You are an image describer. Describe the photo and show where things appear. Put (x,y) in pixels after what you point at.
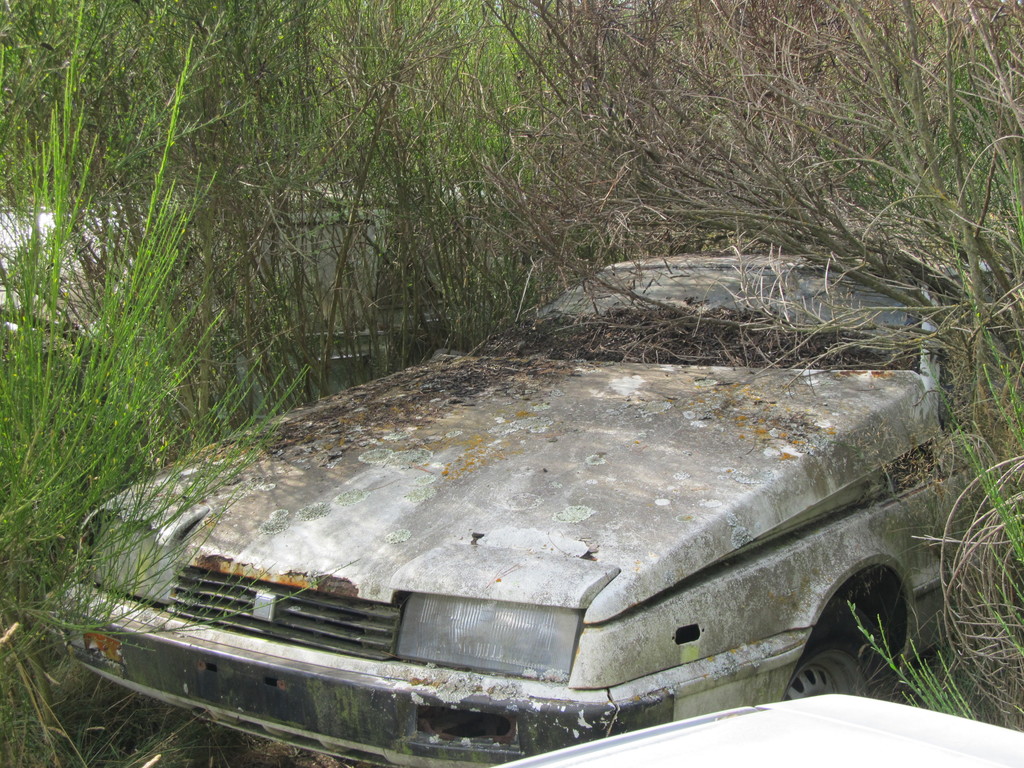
In this picture there is an old car (190,640) in the center of the image (641,480) and there is grass (43,478) around the area of the image.
